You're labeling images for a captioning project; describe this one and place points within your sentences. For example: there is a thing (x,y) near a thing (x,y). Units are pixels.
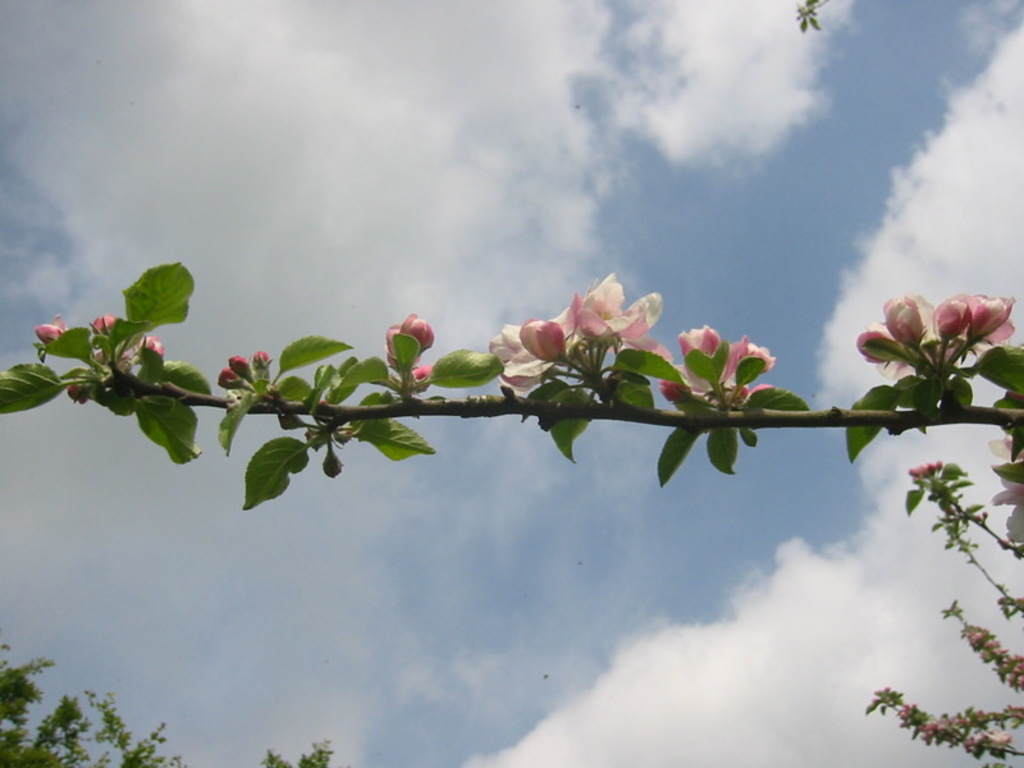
In this image in the center (582,386) there is flower (507,380) on the plant (392,387) and the sky (403,313) is cloudy. On the bottom left (73,744) there are leaves (17,710).
